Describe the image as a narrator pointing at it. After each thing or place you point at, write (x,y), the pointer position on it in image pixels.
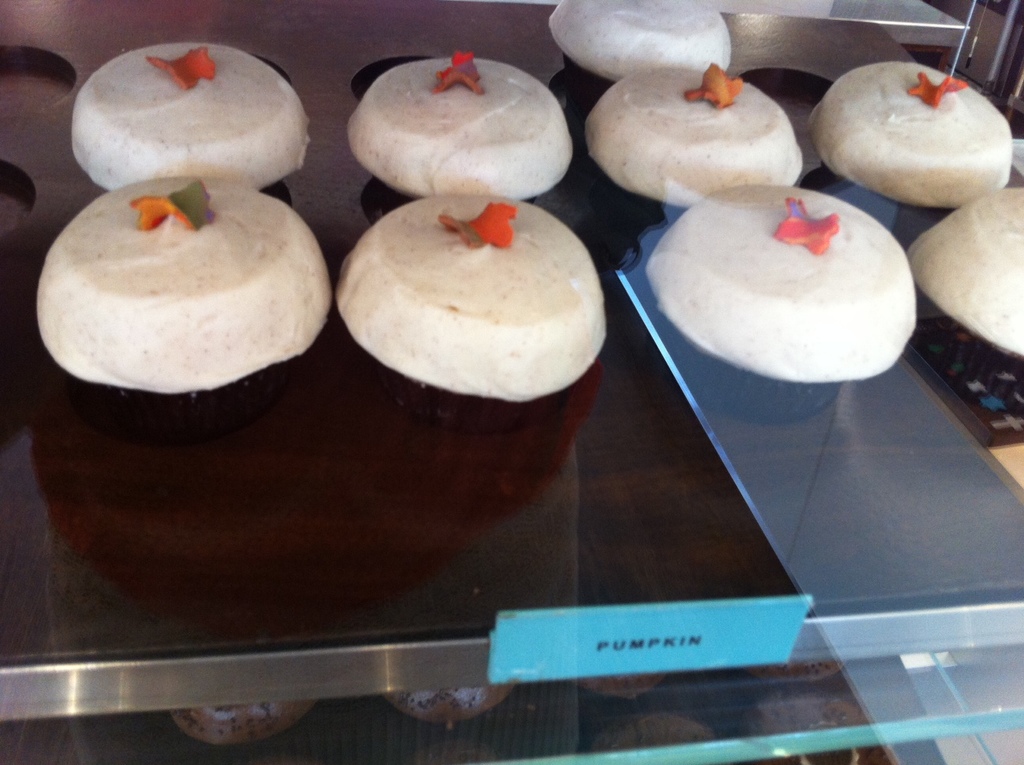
This image consists of food (520,282) which is in center (615,366) on the surface (409,522) which is brown in colour and in the front (635,640) there is some text (643,649) written which is in the front (683,649).
